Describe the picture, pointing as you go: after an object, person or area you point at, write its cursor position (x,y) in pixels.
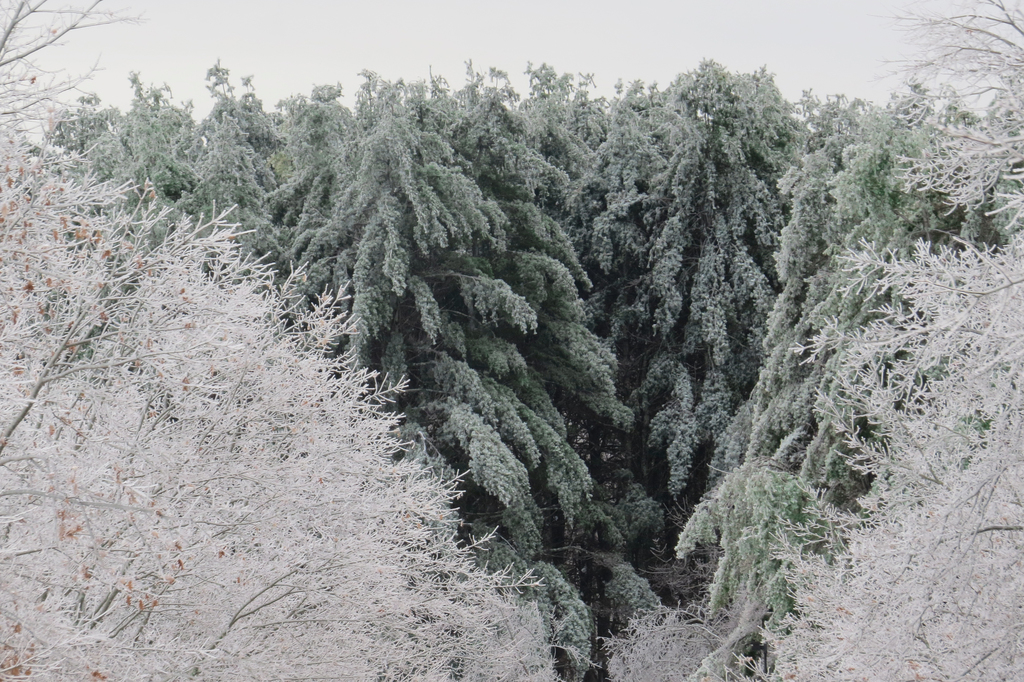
In this picture we can observe some trees (314,492) which were in white color. In the background (735,291) there are some trees (635,263) which were in green color. There is a sky (368,35).
